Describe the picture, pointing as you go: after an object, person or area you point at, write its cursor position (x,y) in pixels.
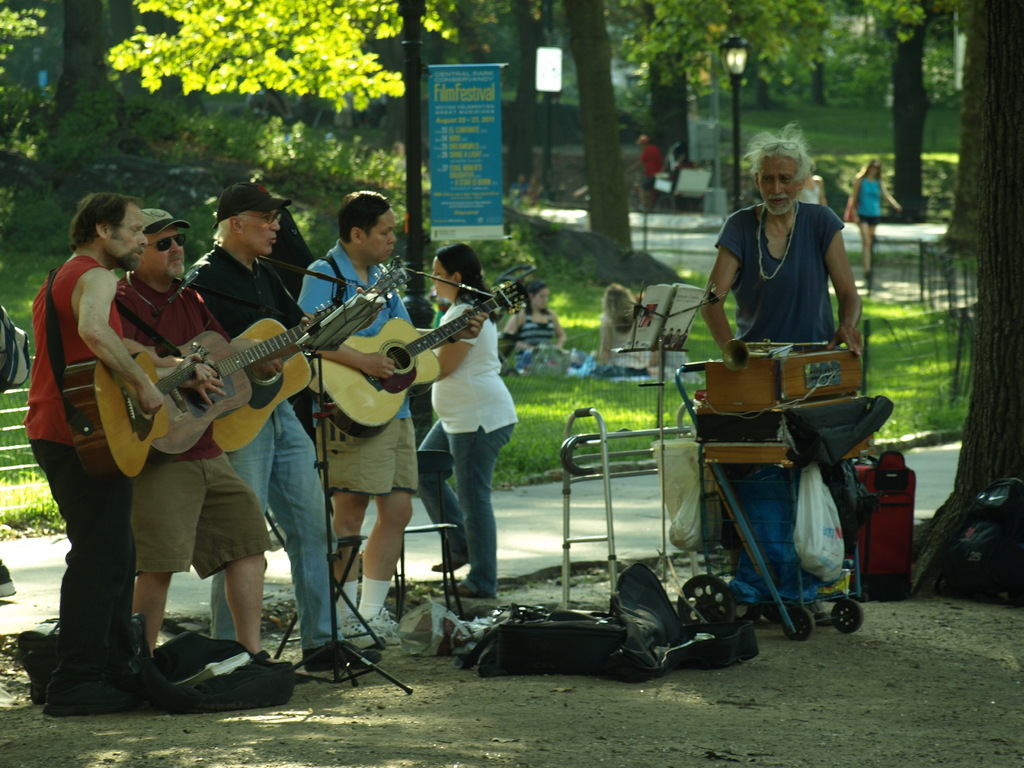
In this image there are four people (65,447) who are playing the guitar (342,379) and there is a music stand (326,470) in front of them. There is a man (728,283) beside them who is standing near the trumpet (758,352). At the background (475,139) there is banner (451,161), grass (575,283) and trees (606,178). In the grass (578,336) there are two women (615,320) who are sitting with a bag (550,361) beside them. There is a pole (747,54) at the back side (735,62).
